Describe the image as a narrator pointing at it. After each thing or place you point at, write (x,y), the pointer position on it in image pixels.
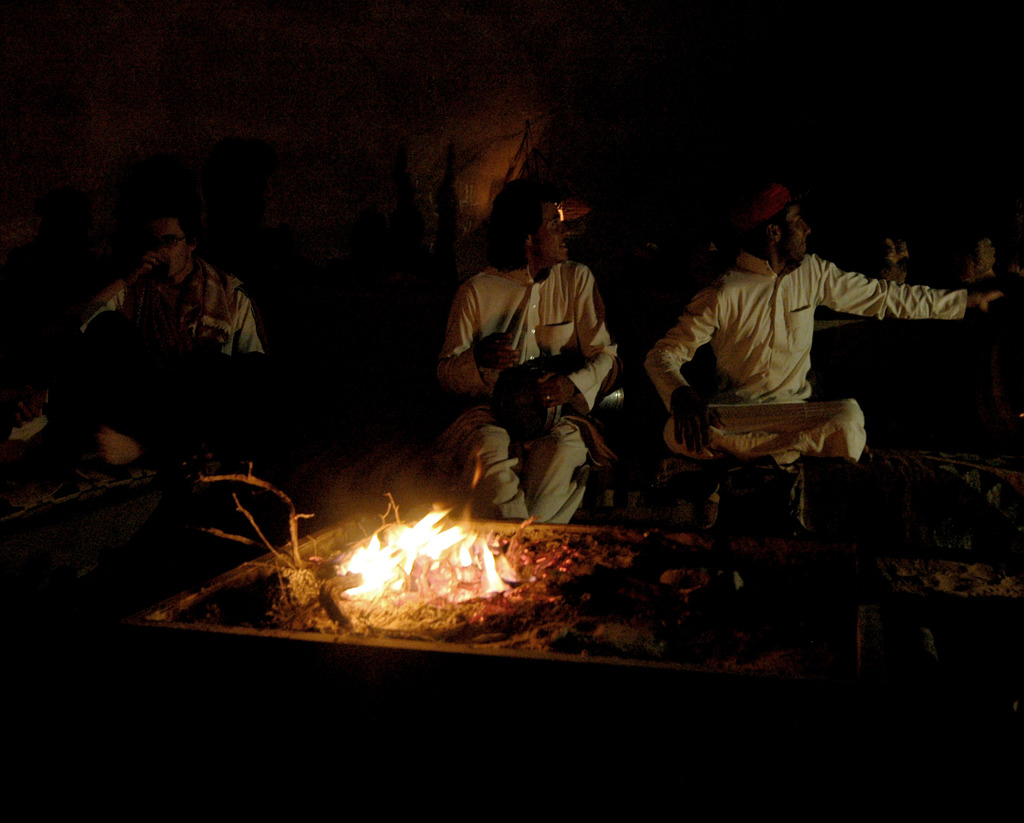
In the image I can see people (471,320) are sitting. I can also see fire (402,587) and some other objects (315,583) on the ground (366,631). The image is dark.
